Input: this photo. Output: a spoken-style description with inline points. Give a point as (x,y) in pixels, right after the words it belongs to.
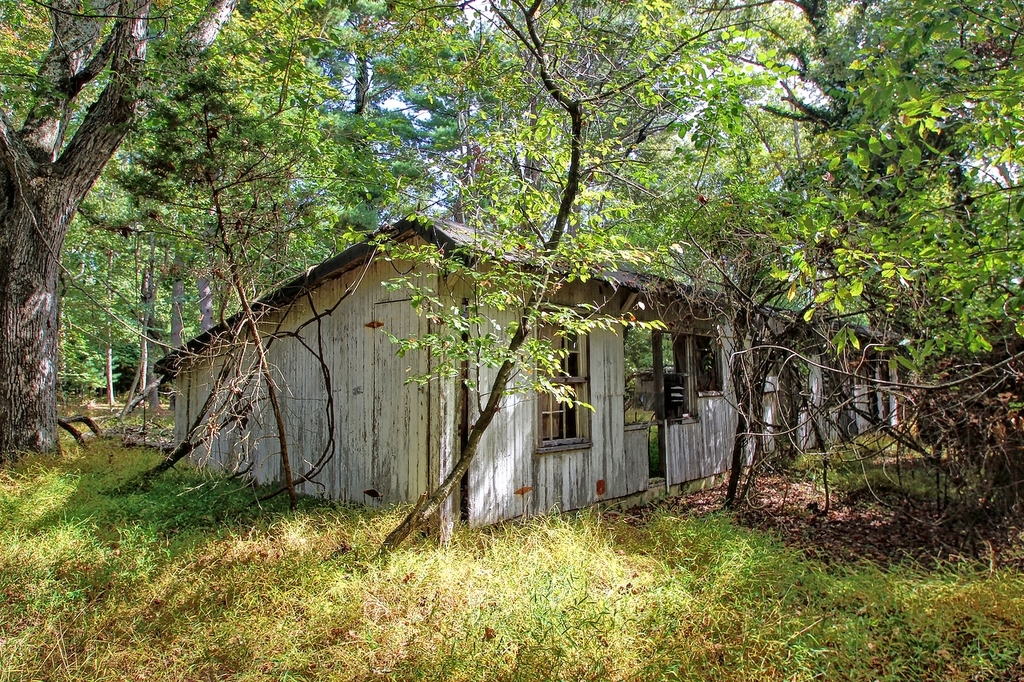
In this image we can see the house (306,447). Image also consists of many trees (740,131). At the bottom (502,574) there is grass (661,601) and also the dried leaves (883,537).
